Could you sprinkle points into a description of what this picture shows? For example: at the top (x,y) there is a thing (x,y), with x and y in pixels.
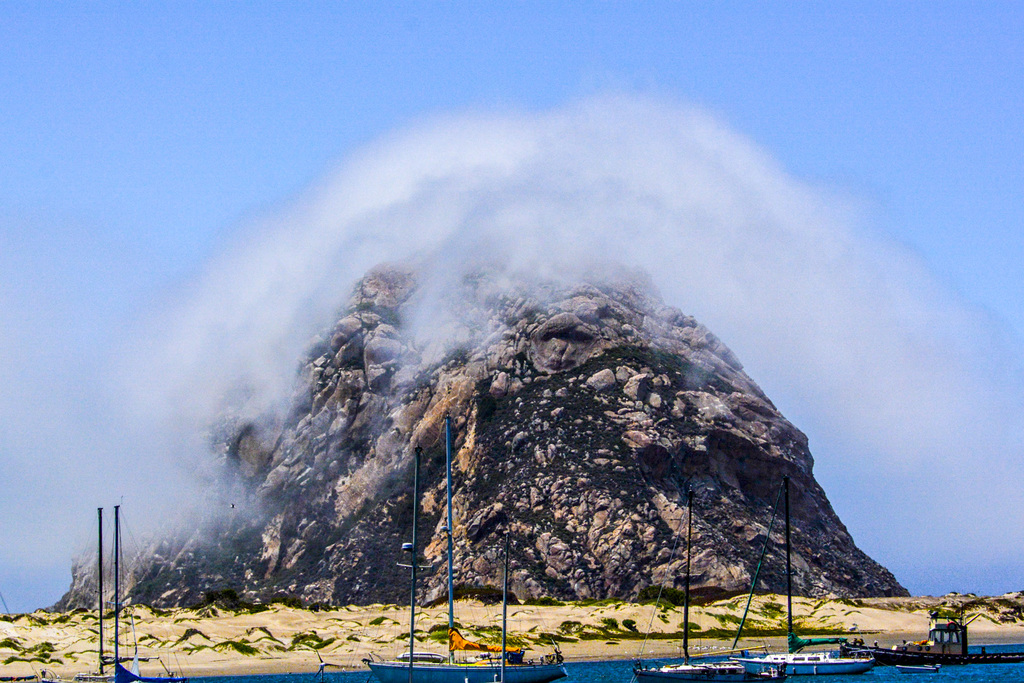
In this image I can see number of boats (944,652) on the water (822,682). In the background (337,523) I can see the rocky mountain (462,478), clouds (835,369) and the sky (963,48).
